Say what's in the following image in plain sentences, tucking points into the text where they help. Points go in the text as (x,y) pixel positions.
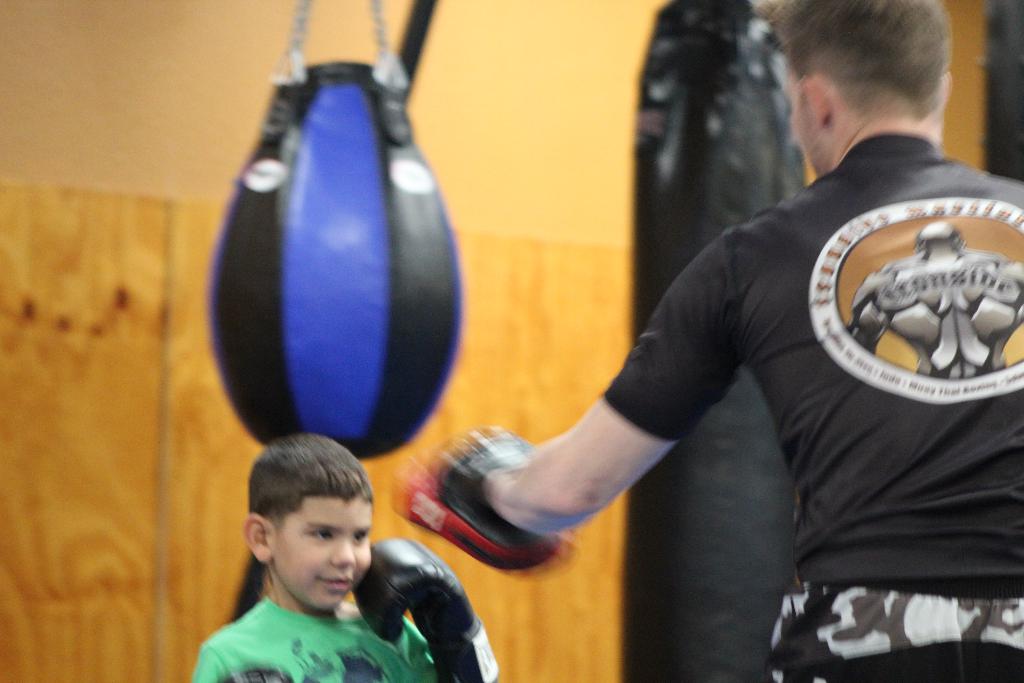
In this picture I can see a boy (304,454) standing in front (246,634) and I see that he is wearing a glove (375,608) and in front of him, I can see a man (799,279) standing and wearing a thing (431,479). In the background (172,149) I can see the wall (104,482) and I can see 2 punching bags (391,268).
